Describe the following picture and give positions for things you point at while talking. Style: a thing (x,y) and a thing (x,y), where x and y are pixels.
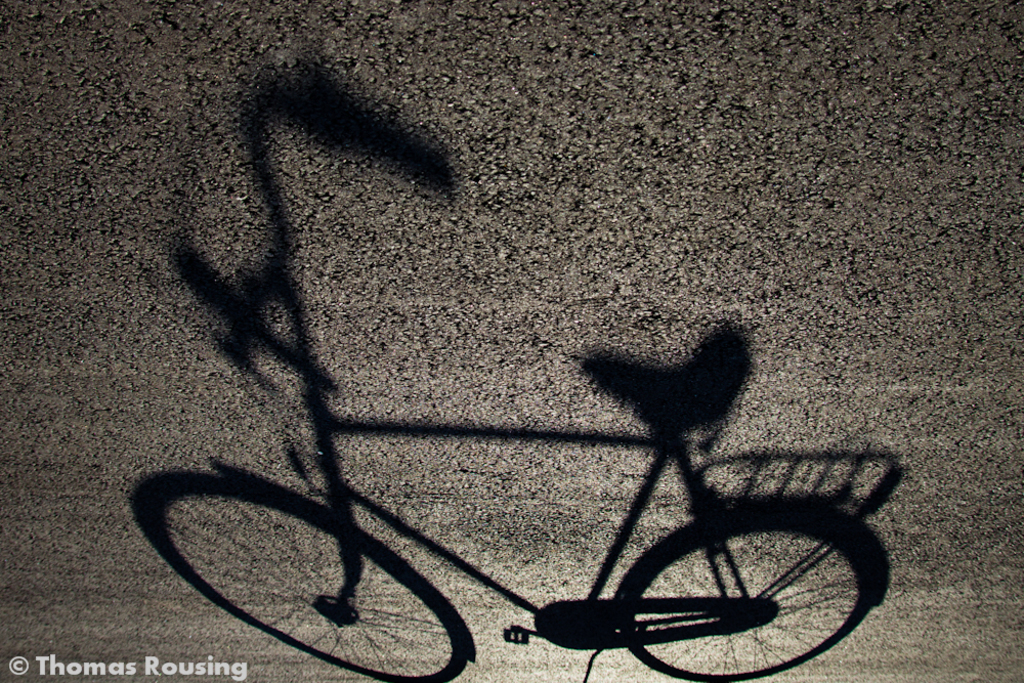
Here we can see bicycle (432,593), in the background (495,52) it is blurry. In the bottom left of the image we can see water mark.
